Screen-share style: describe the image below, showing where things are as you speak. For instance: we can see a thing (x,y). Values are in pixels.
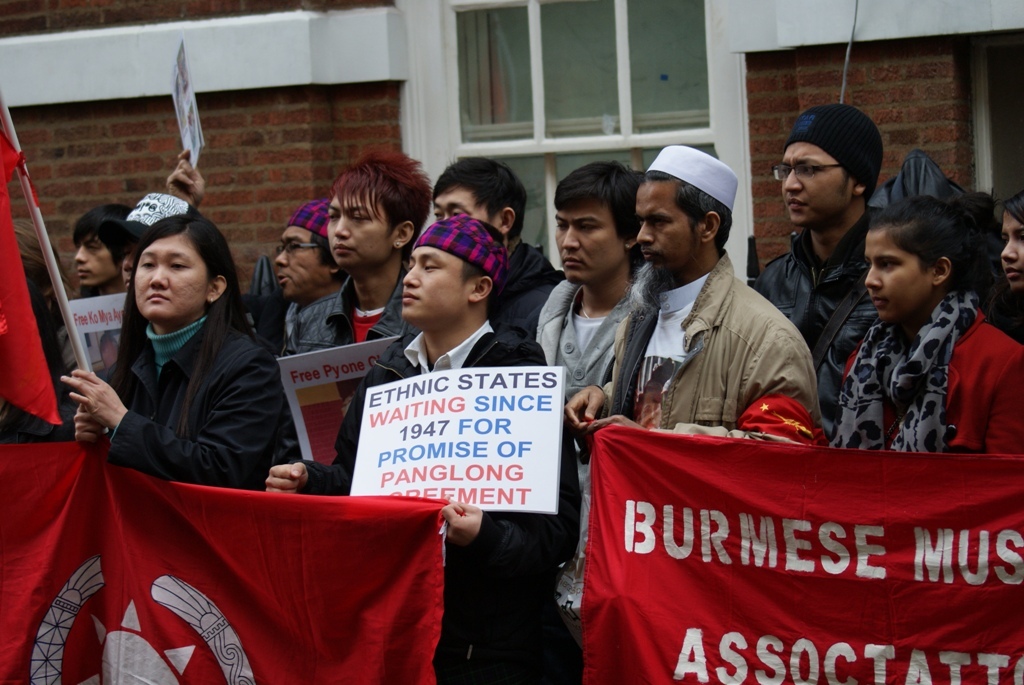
In this image there is a few people (585,389) holding posters (389,487) and banners (380,615), behind them there is a wall (824,85) and a window (607,109).
